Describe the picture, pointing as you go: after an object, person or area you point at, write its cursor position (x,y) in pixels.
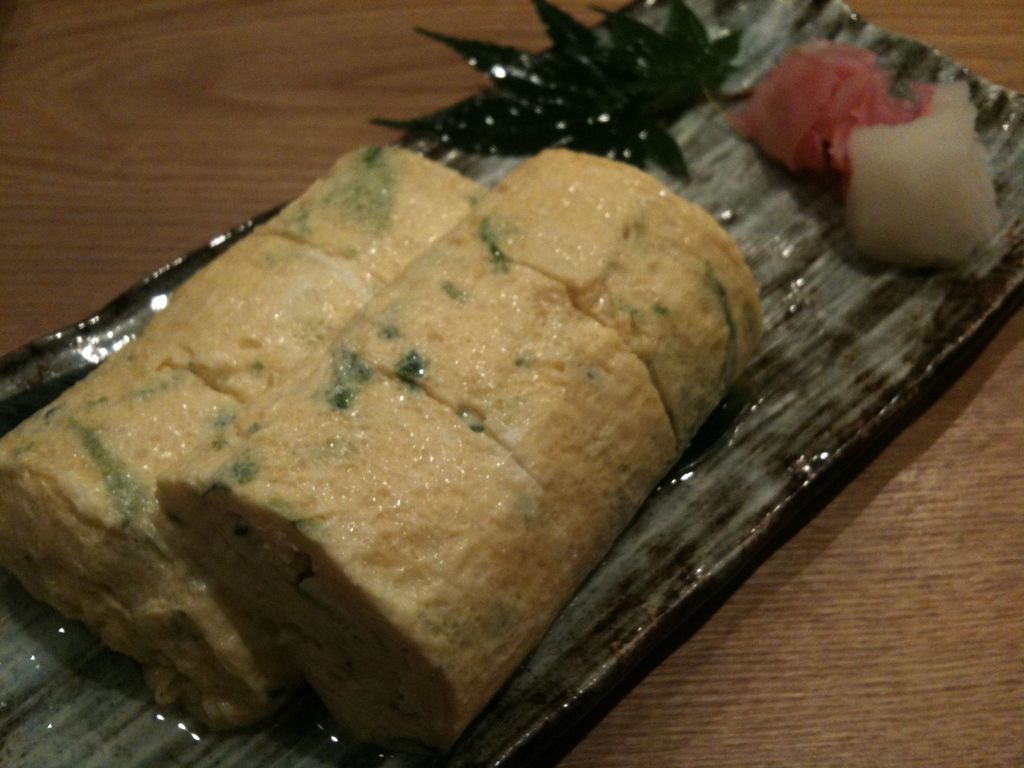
In the foreground of this image (360,479), there is a food item (642,377) on a tray (792,430) on the wooden surface (909,604).
